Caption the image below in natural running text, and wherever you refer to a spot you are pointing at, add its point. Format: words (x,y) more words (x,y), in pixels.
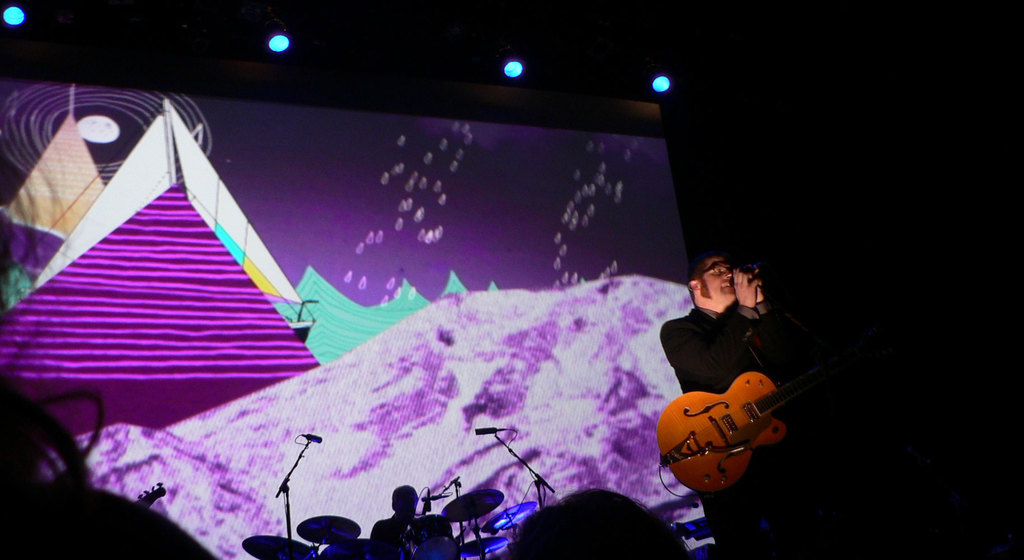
In this picture the right side (723,310) one person (724,297) is holding a mic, he is carrying a guitar (765,427). Beside him a man (390,537) is playing drum (422,536). In front of him there are people (119,541) standing. It is looking like a music concert is going on. In the background (198,300) there is a screen (512,171) on it there is a painting (548,274). On the top (16,15) there are lights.
